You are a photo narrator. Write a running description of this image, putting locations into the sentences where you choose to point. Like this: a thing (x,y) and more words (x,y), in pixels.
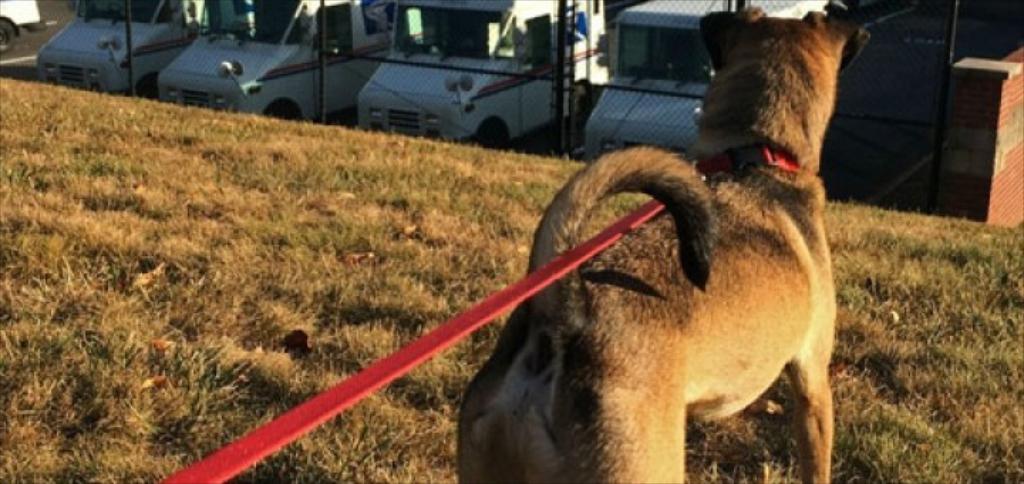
In this picture I can see a dog (630,187) on the right side (738,200), it is tied with a red color rope (447,327). At the top (304,68) there are vehicles (276,28) and I can see the net (571,91).
